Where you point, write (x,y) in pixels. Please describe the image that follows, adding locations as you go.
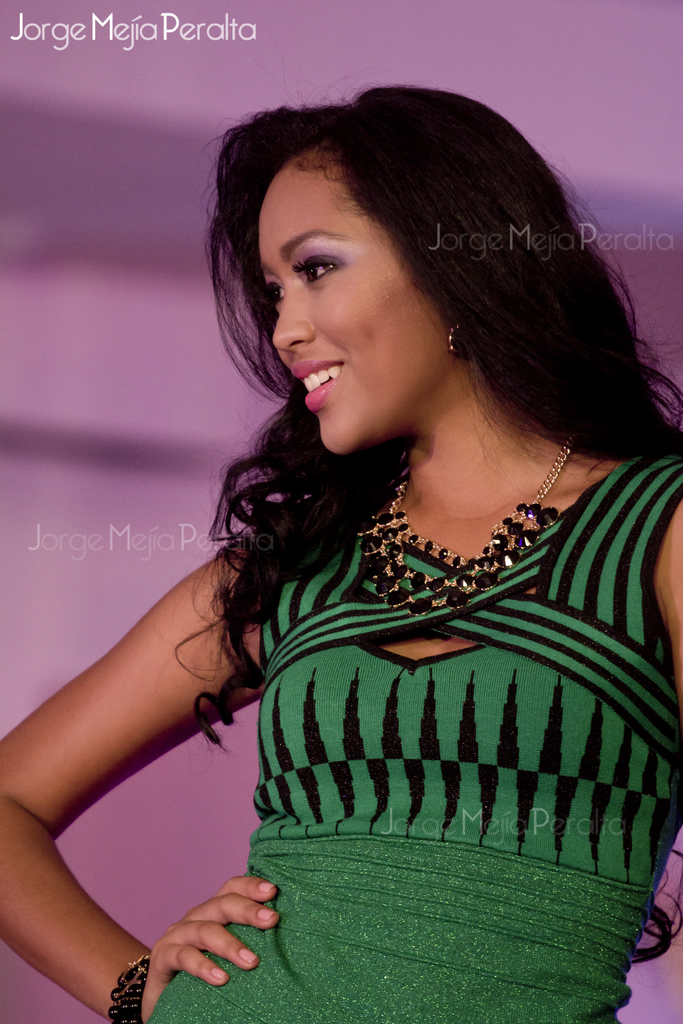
In this image we can see a woman (413,421) is standing. In the background (24,575) the image is blur and we can see texts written on the image.
